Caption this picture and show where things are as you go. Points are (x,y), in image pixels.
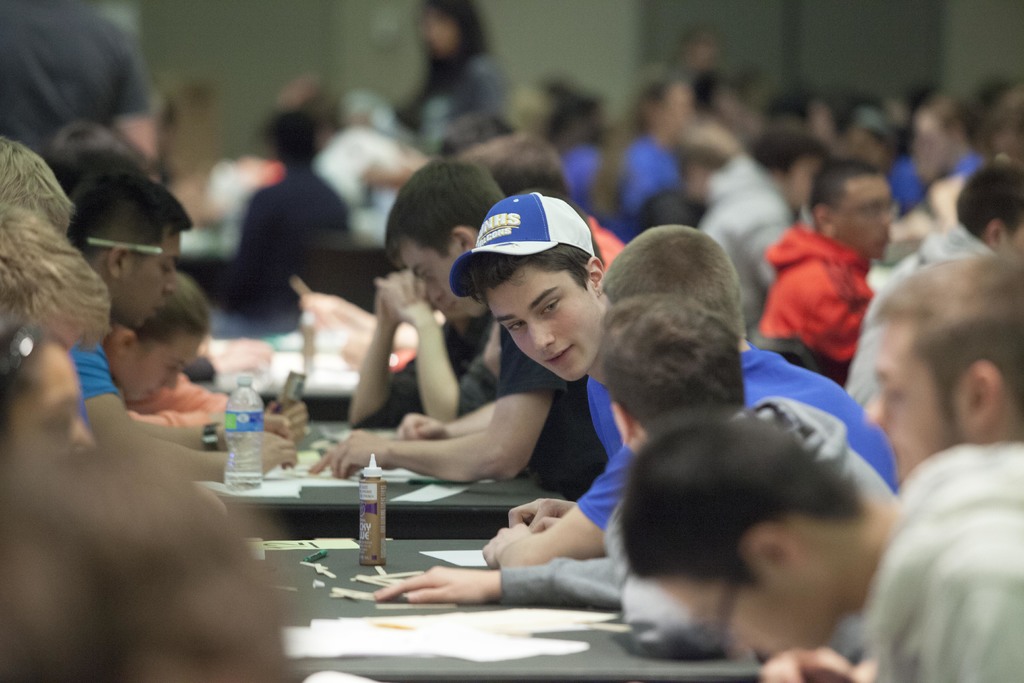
In this image we can see people (142,202) sitting on chairs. There are tables (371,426). In the background of the image (423,75) there is wall (571,59).
